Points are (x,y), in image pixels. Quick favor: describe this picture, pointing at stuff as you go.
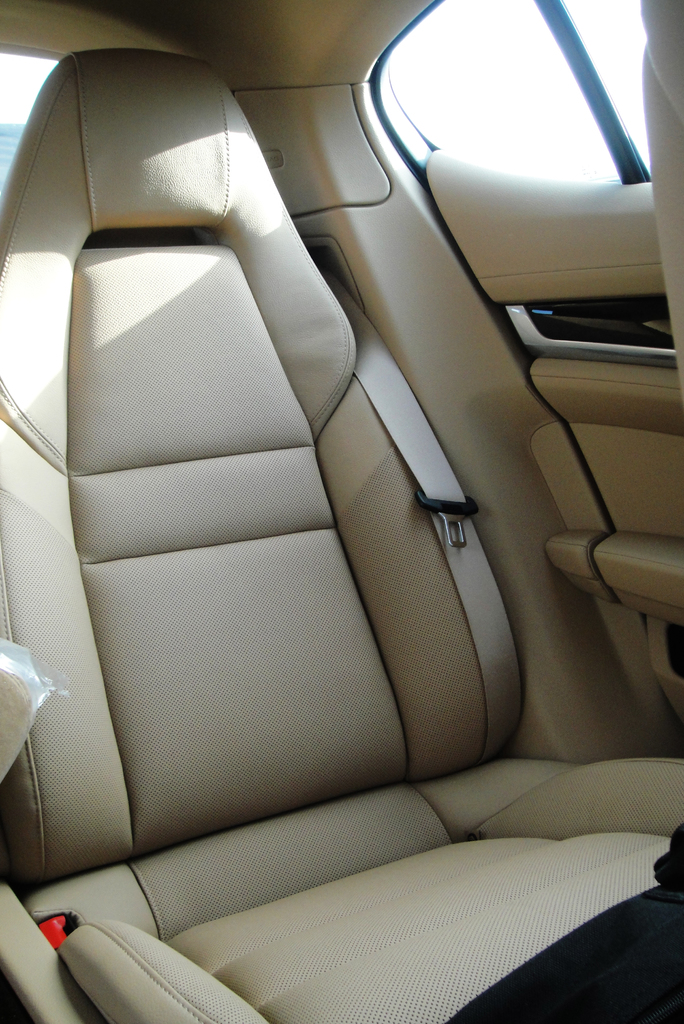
In this picture, we see the car seat (248,608). It is in beige color. Beside that, we see the seat belt (401,416). On the right side (526,84), we see the car door (586,322) and the glass window (526,84). This picture is clicked inside the car (416,766).
